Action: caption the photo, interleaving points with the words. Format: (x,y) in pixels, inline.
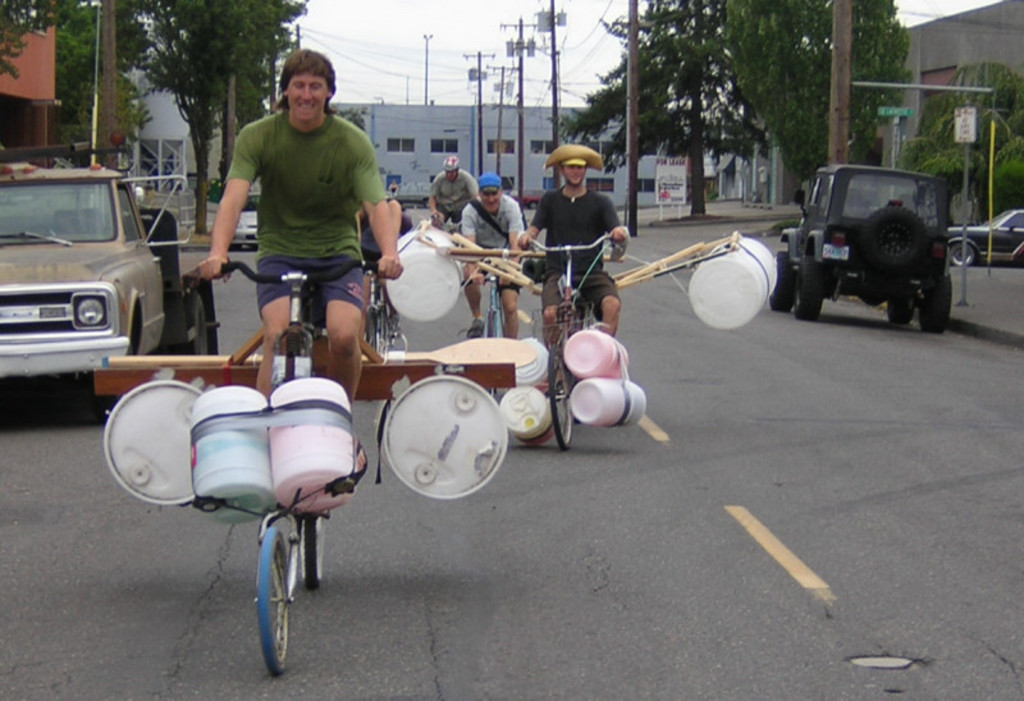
At the top (507,15) we can see sky (505,31). These are buildings (935,92). These are current poles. These are trees (202,83) across the road (814,669). Here we can see persons (266,309) riding bicycle (569,407) and we can see buckets (581,384) over here. We can see vehicles (170,278) on the road (833,513). These are boards (674,178).
